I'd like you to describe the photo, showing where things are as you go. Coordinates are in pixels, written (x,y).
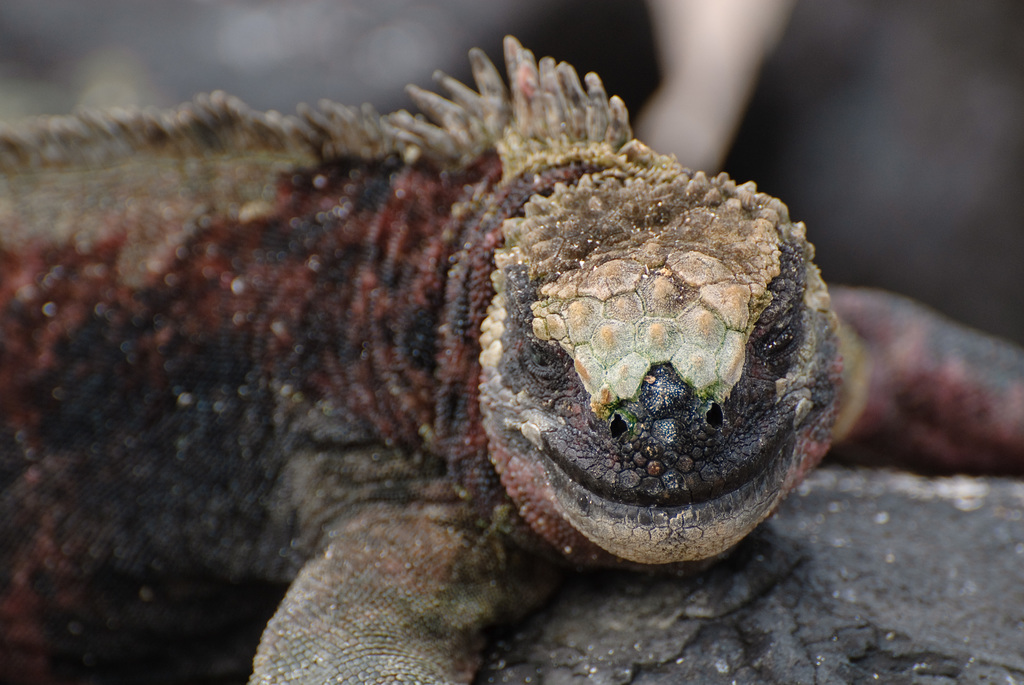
In this picture there is a marine iguana (599,454) on the rock (611,587). At the top (936,104) it might be trees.
